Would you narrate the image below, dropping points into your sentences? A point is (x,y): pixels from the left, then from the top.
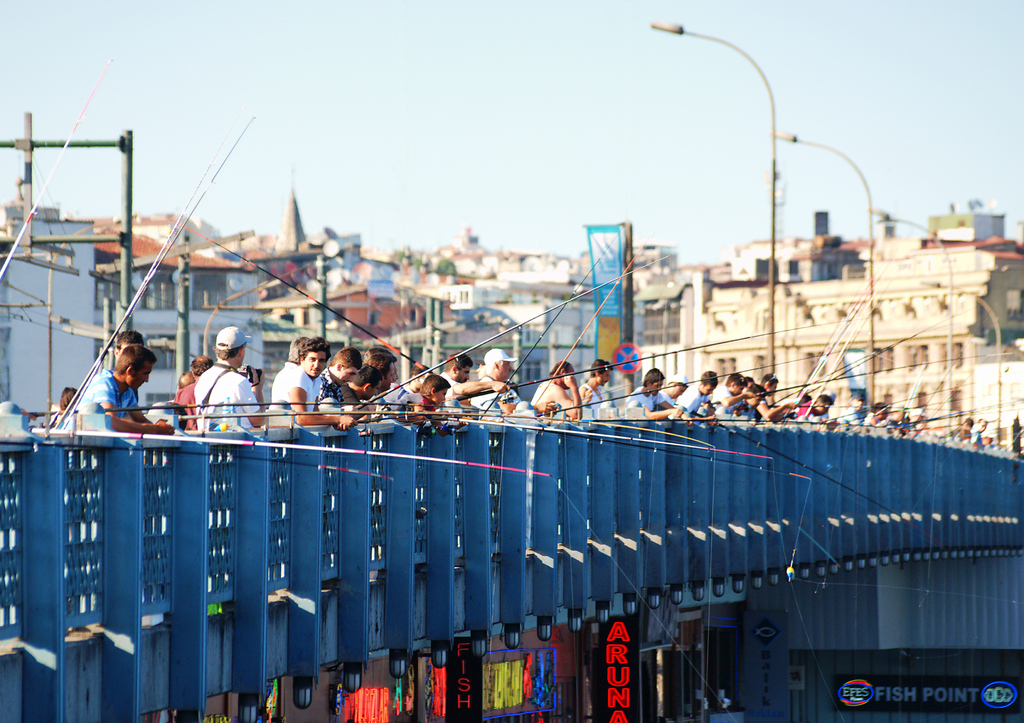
In this image, there are a few people (652,374). Among them, some people (545,390) are holding some objects (99,436). We can see the fence (651,433). We can also see some poles (630,390), boards (857,385) with text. We can also see a few buildings (734,302). We can also see the sky (602,11) and a signboard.
